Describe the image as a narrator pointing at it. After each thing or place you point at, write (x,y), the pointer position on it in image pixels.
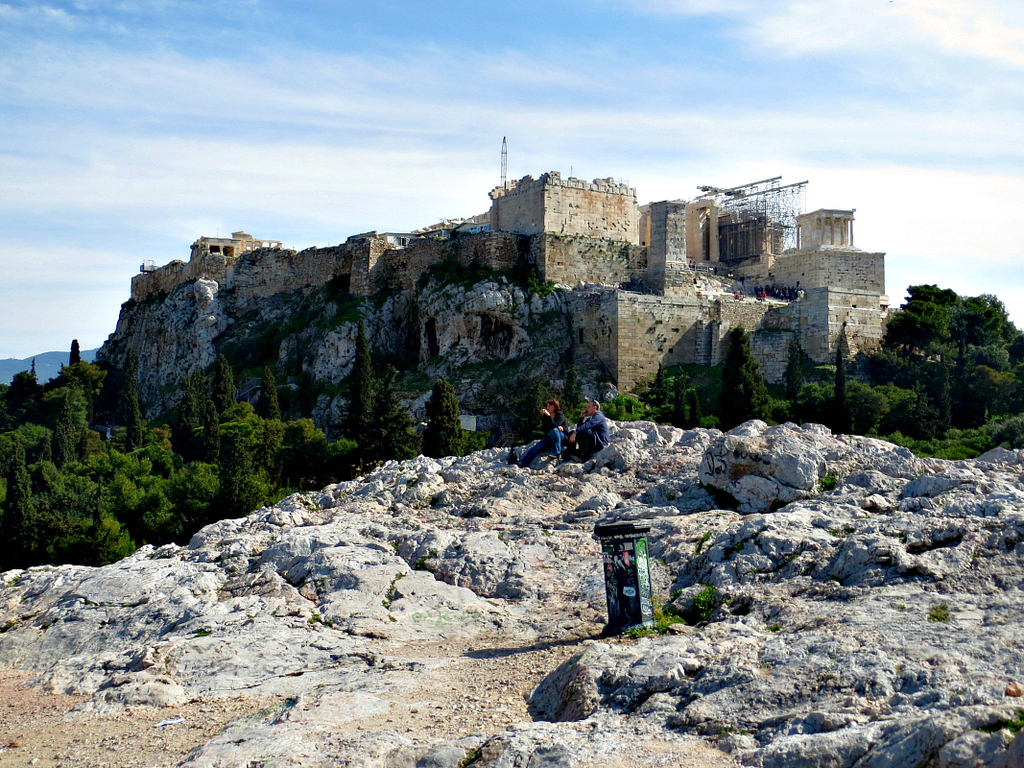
In this image there is a fort (641,330), in front of the fort (636,355) there are trees (246,480) and there are two people (588,422) sitting on the rocks (478,553).
